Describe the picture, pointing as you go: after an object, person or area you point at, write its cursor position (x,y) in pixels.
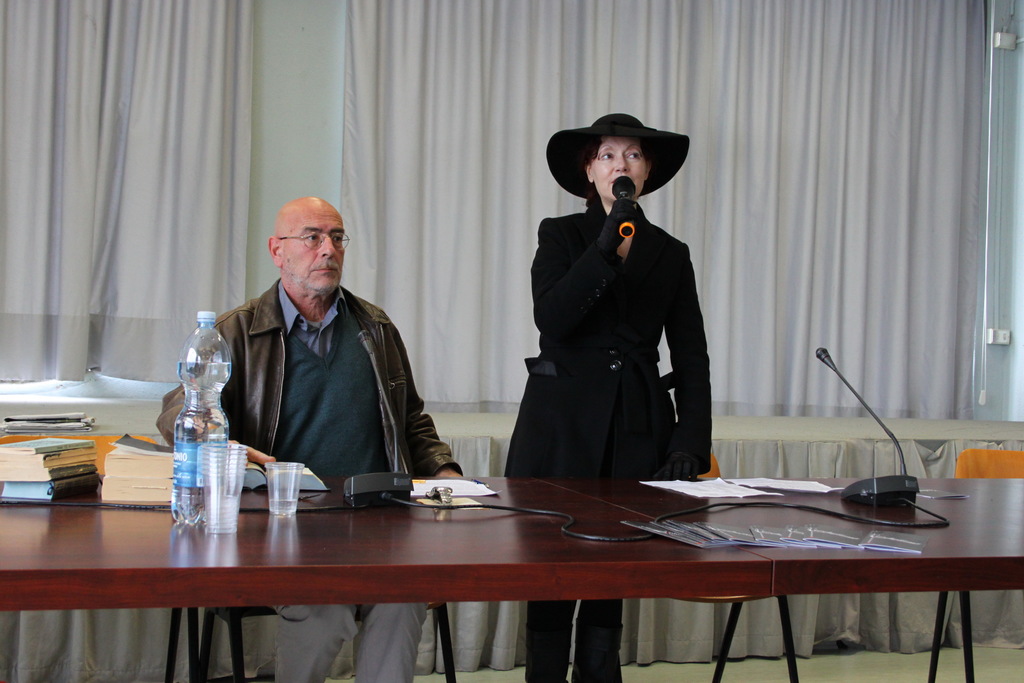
This picture is of inside the room (704,682). On the right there is a woman (616,258) wearing black color dress (632,276), holding a microphone (628,195), standing and seems to be talking. On the left (314,300) there is a man (335,286) sitting on the chair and there is a table (950,533) on the top of which a microphone (834,366), glasses (290,475), water bottle (197,424) and books (171,475) are placed. In the background (984,410) we can see the wall (329,60) and curtains (241,42).
